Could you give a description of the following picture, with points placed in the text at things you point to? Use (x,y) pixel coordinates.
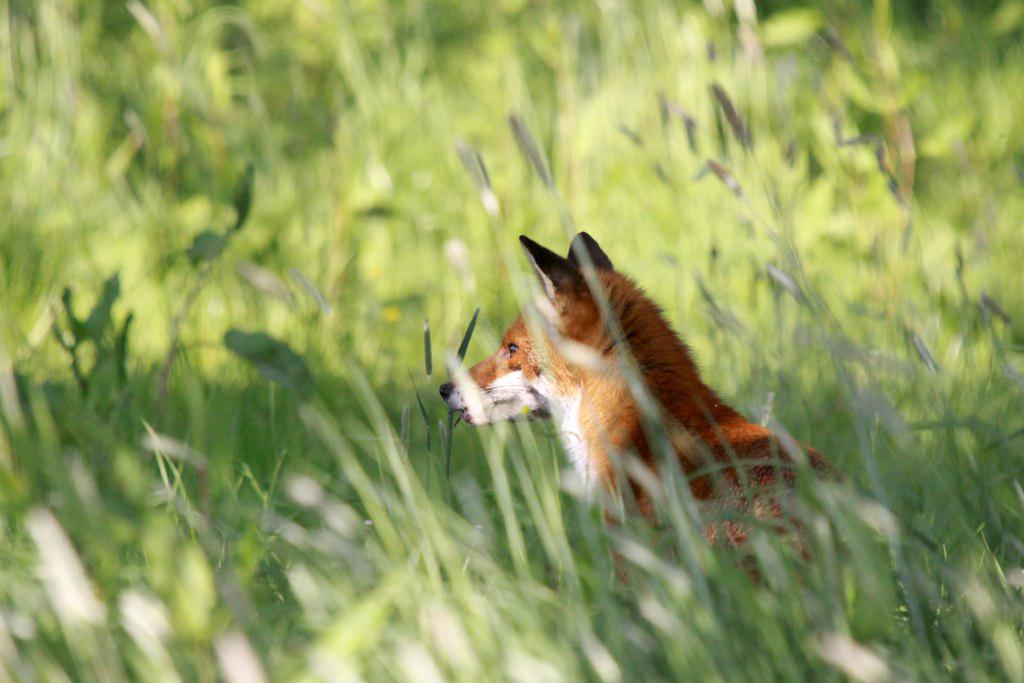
In this picture I can see the fox (641,322) in the farmland (424,335). In the background (701,32) I can see many plants (357,126).
